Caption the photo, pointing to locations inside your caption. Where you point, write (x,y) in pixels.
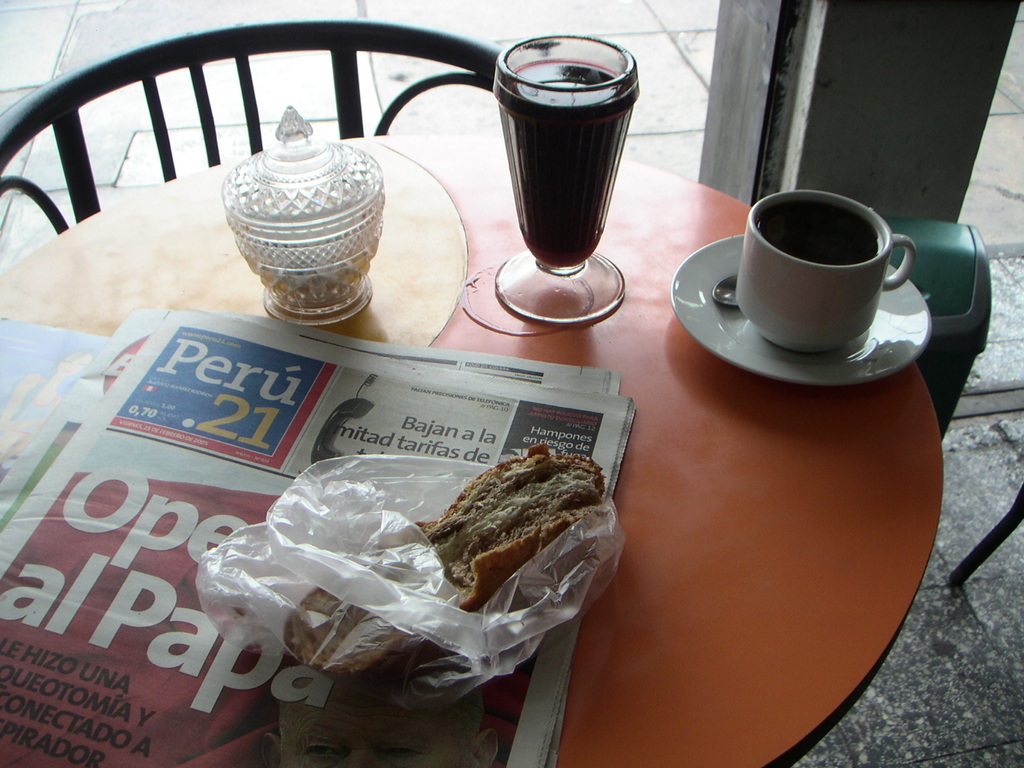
In this image we can a wooden table (658,328). On the table (206,204) we can see glass (571,251), cup (827,302), saucer (832,371), spoon (721,294), jar (283,273), carry bag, food item (473,544) and newspaper (156,449). Behind the table (52,271), one chair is there. And we can see one pillar (854,85) and dustbin (968,294) in the right top of the image (959,146). There is a floor (998,134) in the background of the image (686,60).
